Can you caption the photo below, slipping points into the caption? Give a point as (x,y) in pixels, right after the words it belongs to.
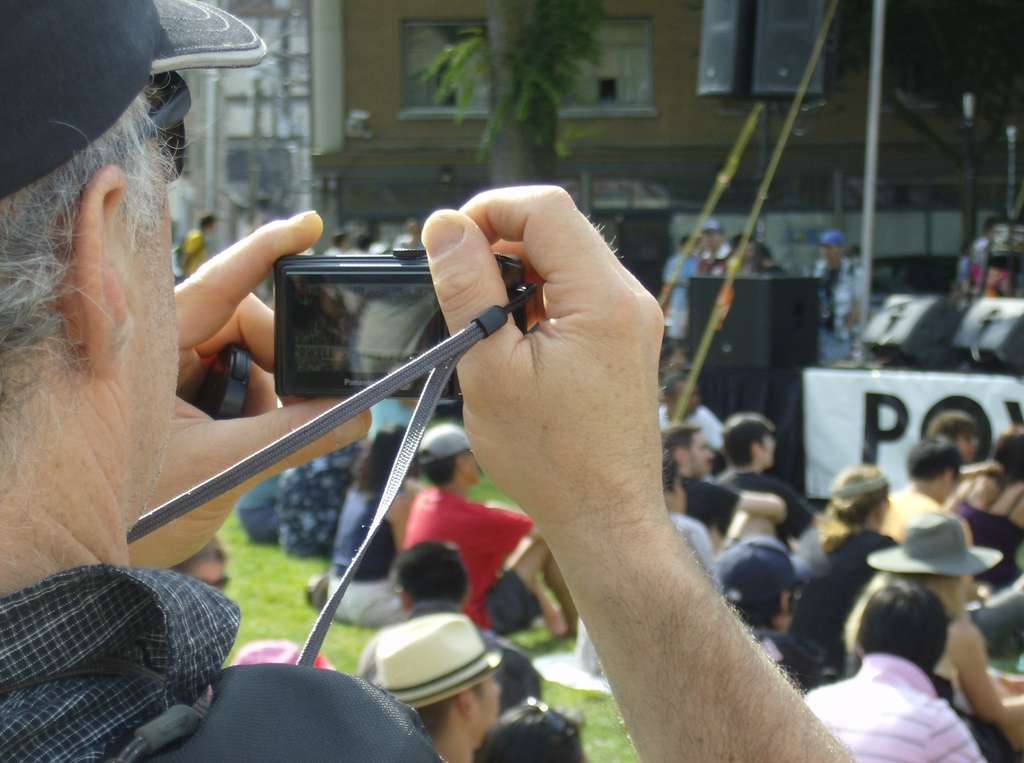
In this image there is a person (192,388) wearing a cap (67,61) and goggles (181,128). He is holding a camera (376,363) in hands (468,402). There are people (733,590) sitting on the grassland (546,687). Right side (1004,404) there are objects (812,398). Behind there are people (724,242). Middle of the image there is a tree (514,126). Behind there are buildings (227,81).
